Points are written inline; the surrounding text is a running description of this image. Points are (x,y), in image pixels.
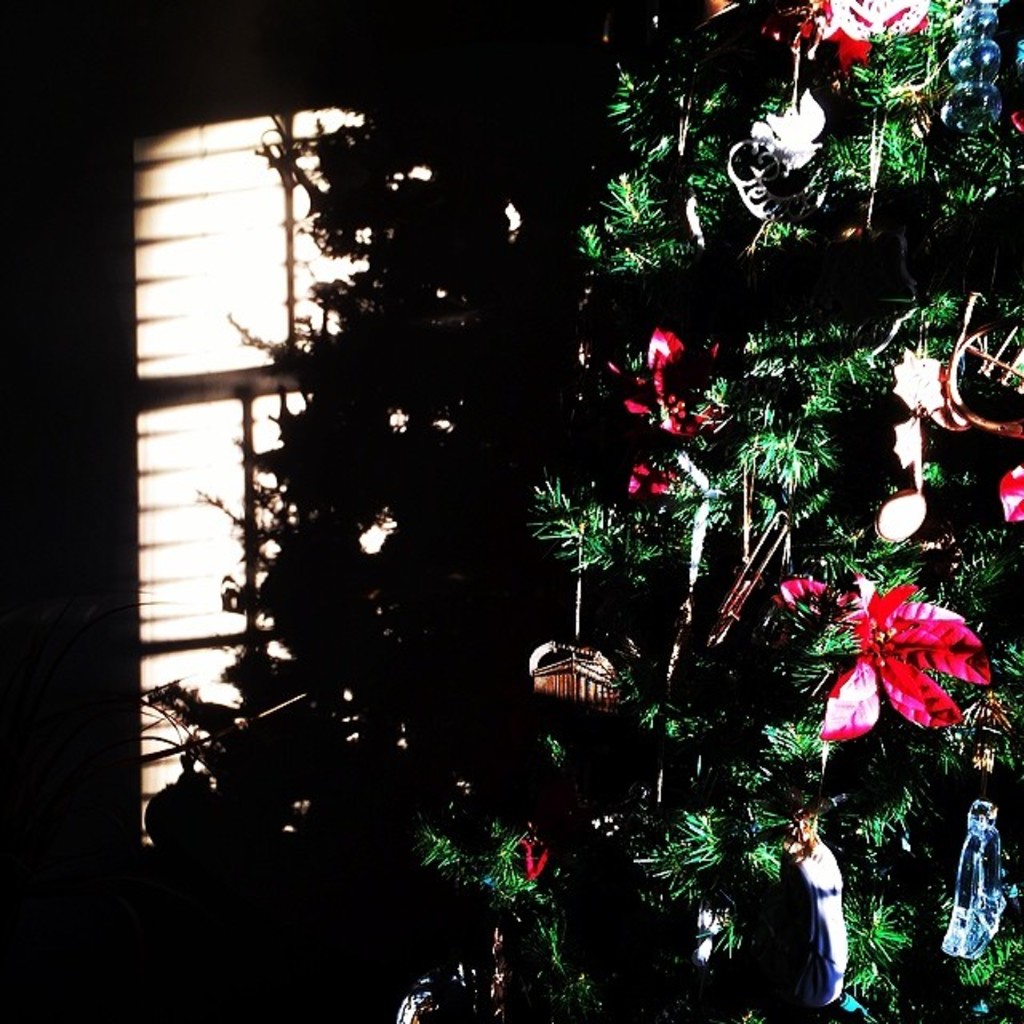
In this image there is a Christmas tree (656,529) having decorative items (948,420) hanging to it. Background (210,443) there is a wall (18,420) having a window (242,299).
